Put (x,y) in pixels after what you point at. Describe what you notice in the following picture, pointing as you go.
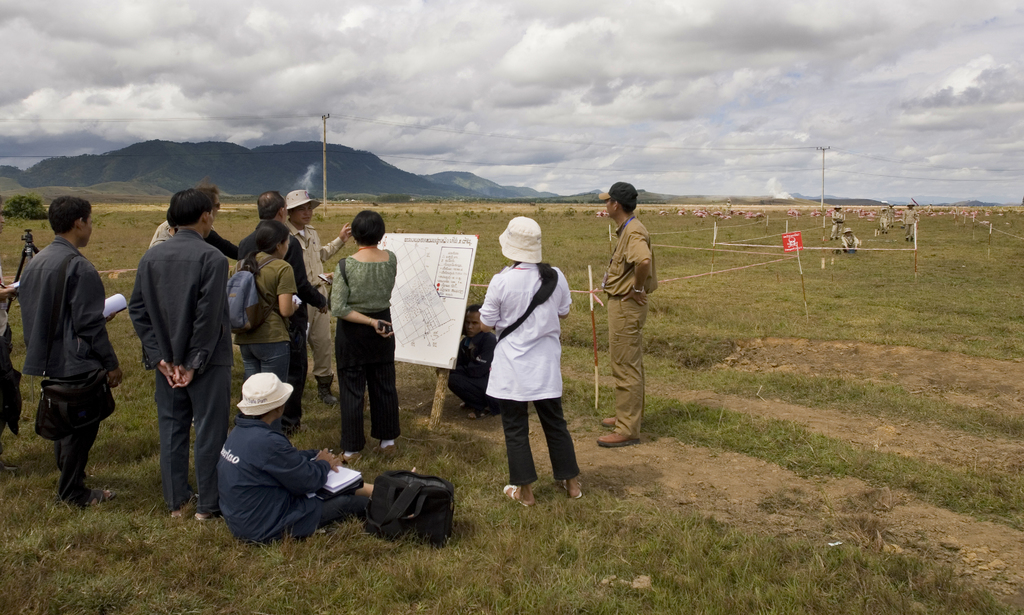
In this image there are a few people (212,365) standing and one person (271,473) is sitting on the surface (338,545) of the grass (409,564), in front of them there is a board (425,306). On the right side of the image (847,240) there are few people (908,213). In the background (650,160) there is a mountain (384,175) and a sky (523,127).
